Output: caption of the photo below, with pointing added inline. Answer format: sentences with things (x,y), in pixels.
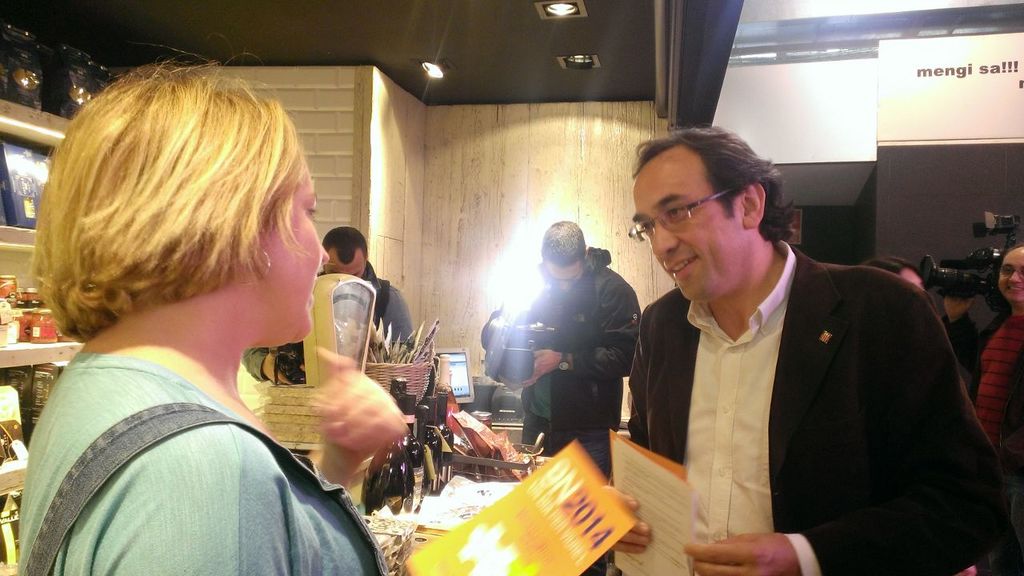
This image is taken indoors. In the background (522,148) there are a few walls (526,144). On the left side of the image (5,160) there are a few shelves (28,349) with many things (26,195) on them and a woman (155,339) is standing on the floor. On the right side of the image (986,83) there is a board (954,105) with a text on it and two women (1020,303) are standing on the floor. In the middle of the image (662,352) a man (647,219) is standing and holding a paper (676,517) in his hands (632,513). There is a table (458,506) with a few things (409,395) on it. Two men (533,425) are standing on the floor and they are holding cameras (498,365) in their hands (536,377) and there is another table (514,430) with a keyboard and a monitor (461,374) on it.
